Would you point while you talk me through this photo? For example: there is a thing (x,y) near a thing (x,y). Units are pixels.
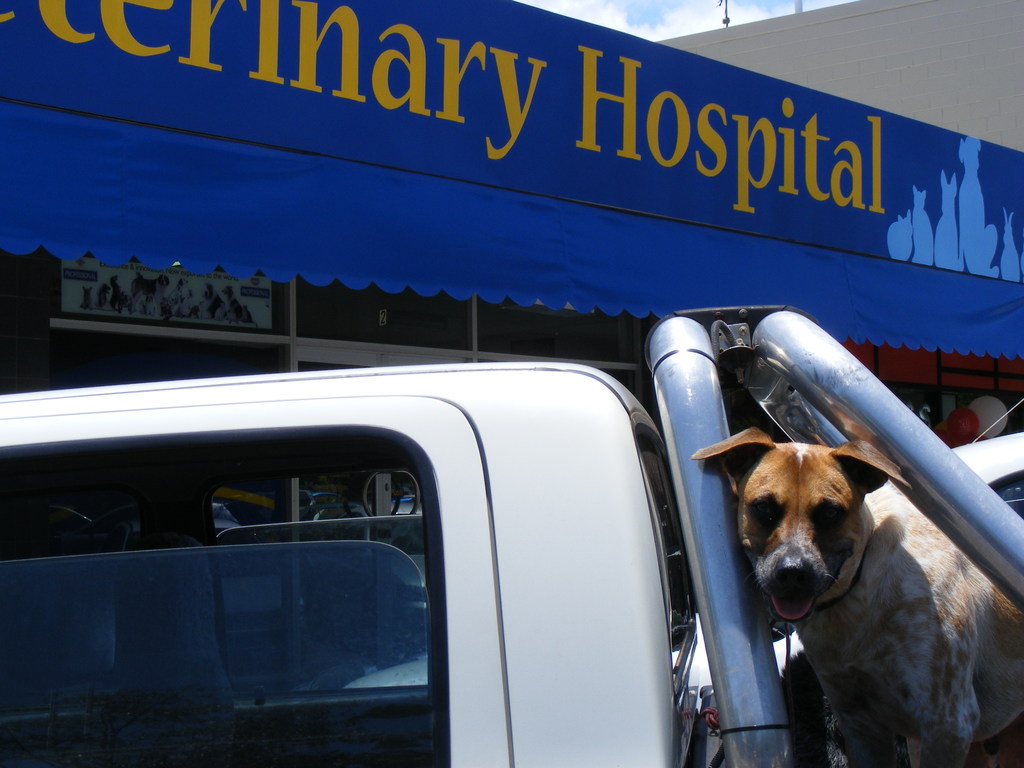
In this picture we can see a vehicle (460,618) in the front (451,605), on the right side (982,670) there is a dog (889,627), in the background (392,152) we can see a hoarding (529,172), it looks like a building (949,49) in the background (743,119), there is some text (764,124) on this hoarding (733,109), we can see the sky (658,25) at the top of the picture (638,19).
